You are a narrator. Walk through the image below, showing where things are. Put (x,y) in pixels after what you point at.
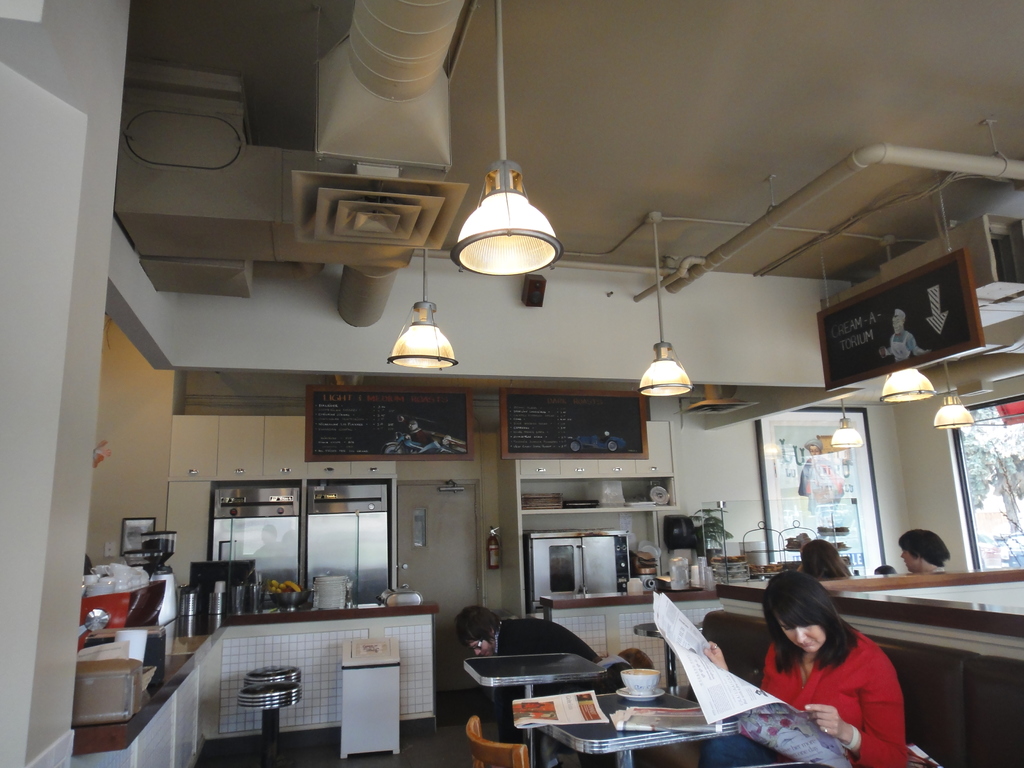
in the image in the center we can see they were two persons (778,666). The lady (796,683) she is sitting and she is reading news paper (718,679). And we can see the table (504,666) chair (505,743). Coming to the back ground (153,583) we can see kitchen materials (305,601) and two persons (821,563) were sitting. And we can see the wall (729,482) and photo frames (768,472).
